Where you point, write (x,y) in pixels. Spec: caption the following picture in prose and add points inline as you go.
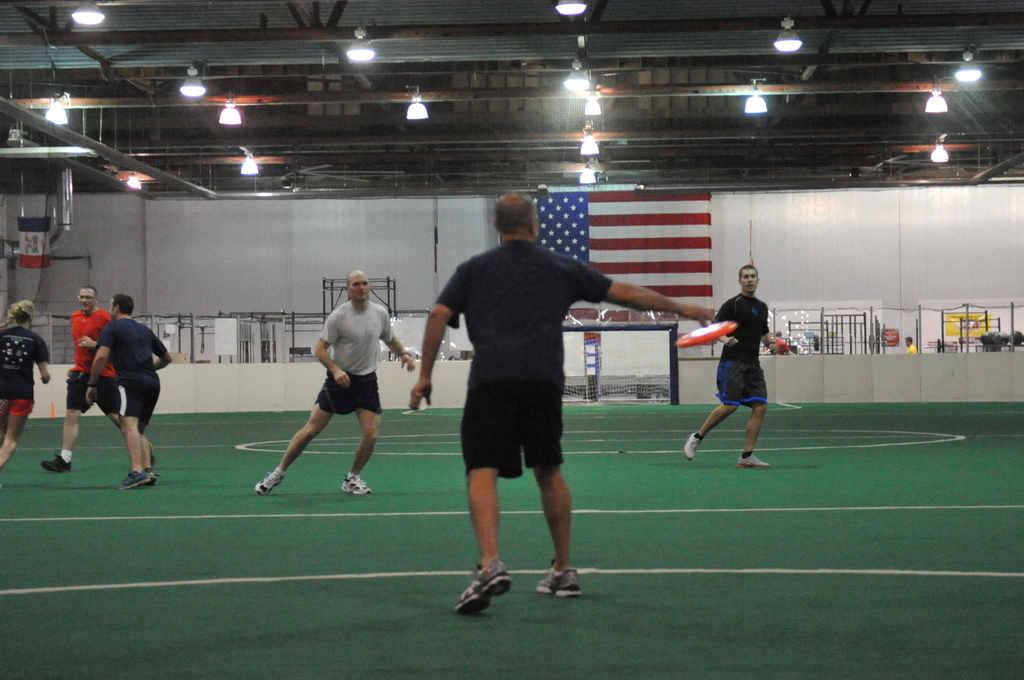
In this picture I can see few people (324,389) are playing flying disc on the ground (532,648) and I can see few lights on the ceiling (630,131) and I can see a flag (638,246) in the back (662,276) and looks like few people (754,366) are standing and I can see another flag (44,234) hanging on the left side (44,234) and it looks like a indoor stadium (53,220).
